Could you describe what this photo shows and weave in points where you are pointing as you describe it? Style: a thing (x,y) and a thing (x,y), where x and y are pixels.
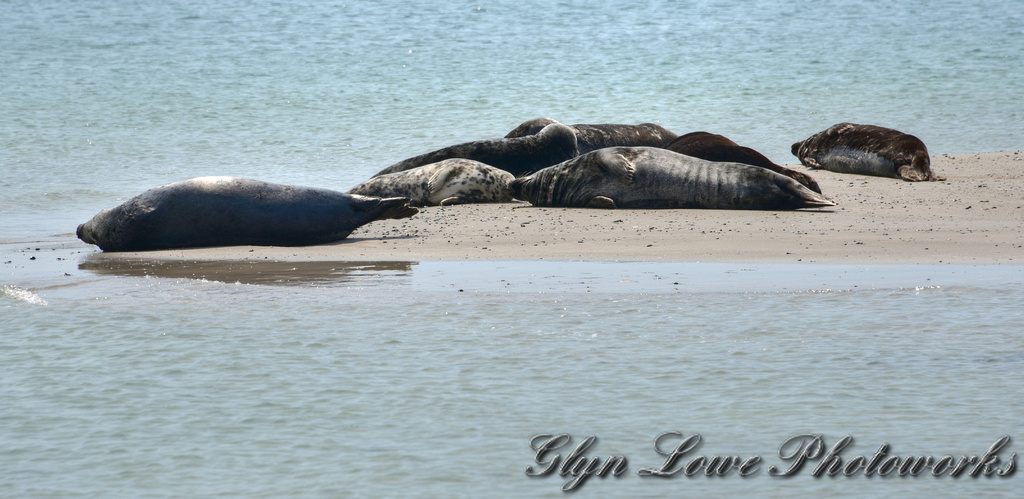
There are seals (261,207) lying on the sand (805,218). There is water (274,308). On the right corner (810,461) there is a watermark (878,471).
